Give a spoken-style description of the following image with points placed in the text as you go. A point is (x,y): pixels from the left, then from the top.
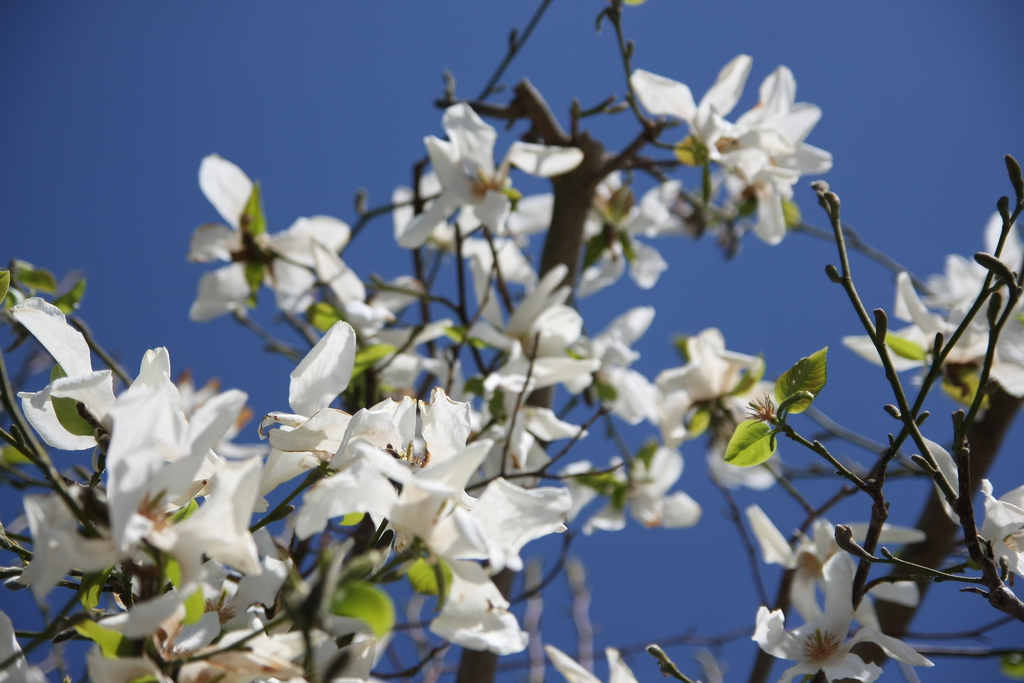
In this picture we can see flower plant (874,652) and blue sky (344,67).
